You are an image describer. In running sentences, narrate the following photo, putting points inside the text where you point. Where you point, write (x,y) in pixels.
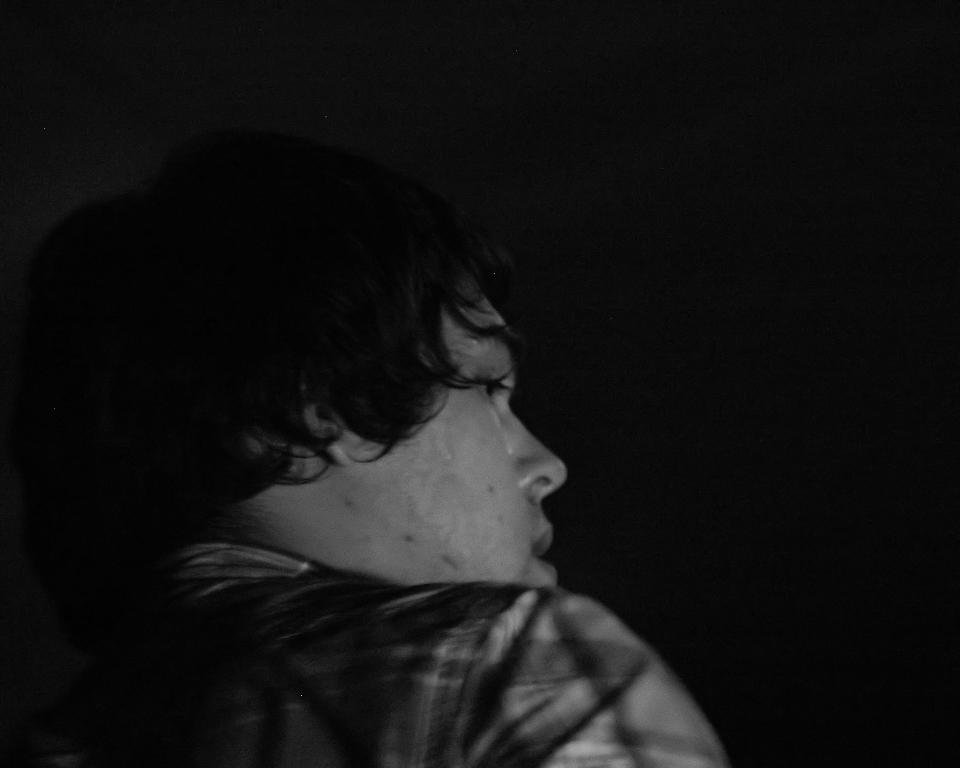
As we can see in the image there is a man (384,430) wearing checked shirt (449,663) and the image is little dark.
